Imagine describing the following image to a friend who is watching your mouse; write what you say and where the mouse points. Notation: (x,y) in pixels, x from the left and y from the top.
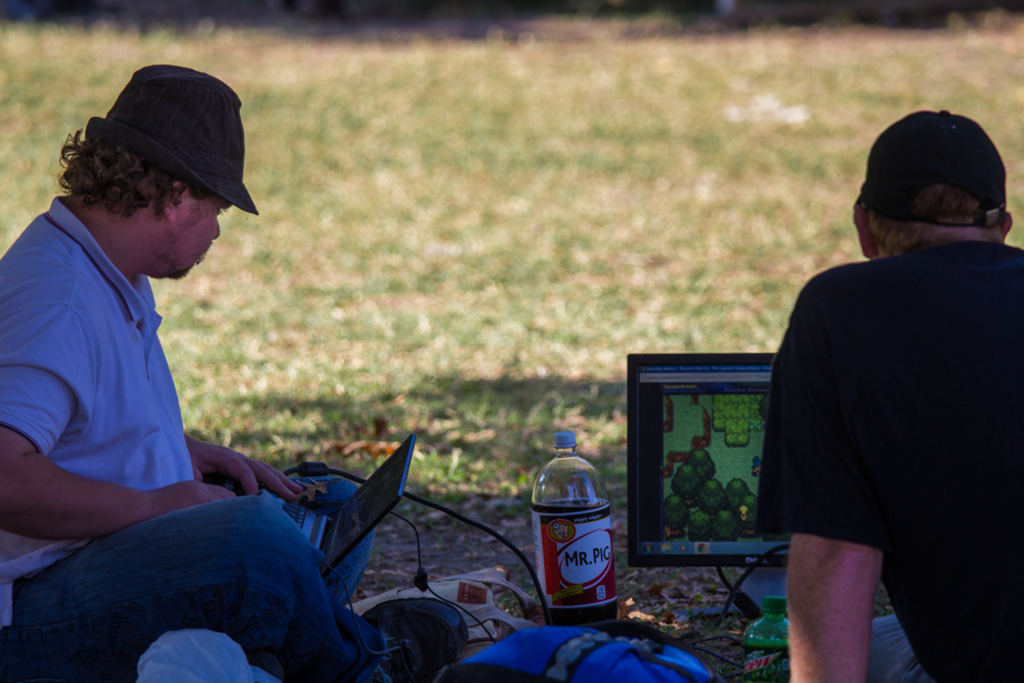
There are two persons (215,447) sitting on the ground (670,588), here there is bottle (601,588) and the laptop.
